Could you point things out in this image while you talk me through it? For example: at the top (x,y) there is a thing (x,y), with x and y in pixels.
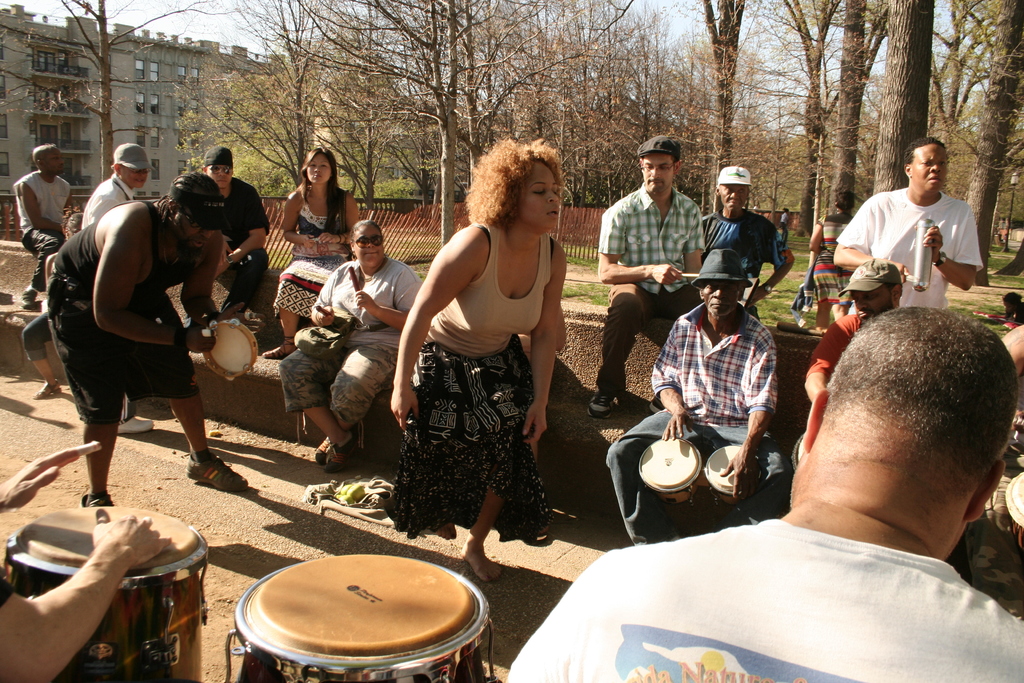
In this image I can see the group of people (432,382) with different color dresses (498,374) and few people (216,224) with caps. I can see these people (690,267) are playing the musical instruments (302,594). In the background (481,15) I can see many trees (376,176), building (172,86) and the sky (408,58).
